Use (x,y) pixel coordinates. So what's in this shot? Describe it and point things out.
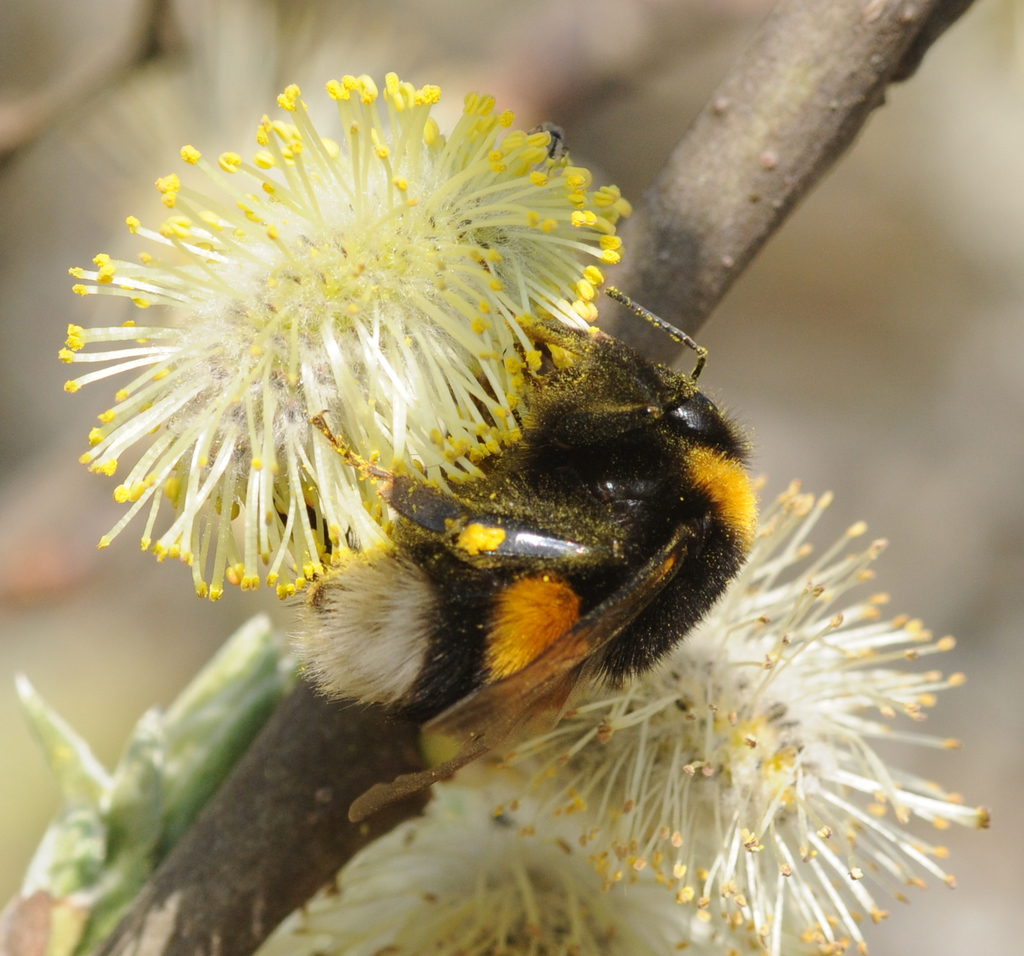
In this image we can see flower (364,380) and insect (692,560) on the branch (805,119) of a tree (710,225).
